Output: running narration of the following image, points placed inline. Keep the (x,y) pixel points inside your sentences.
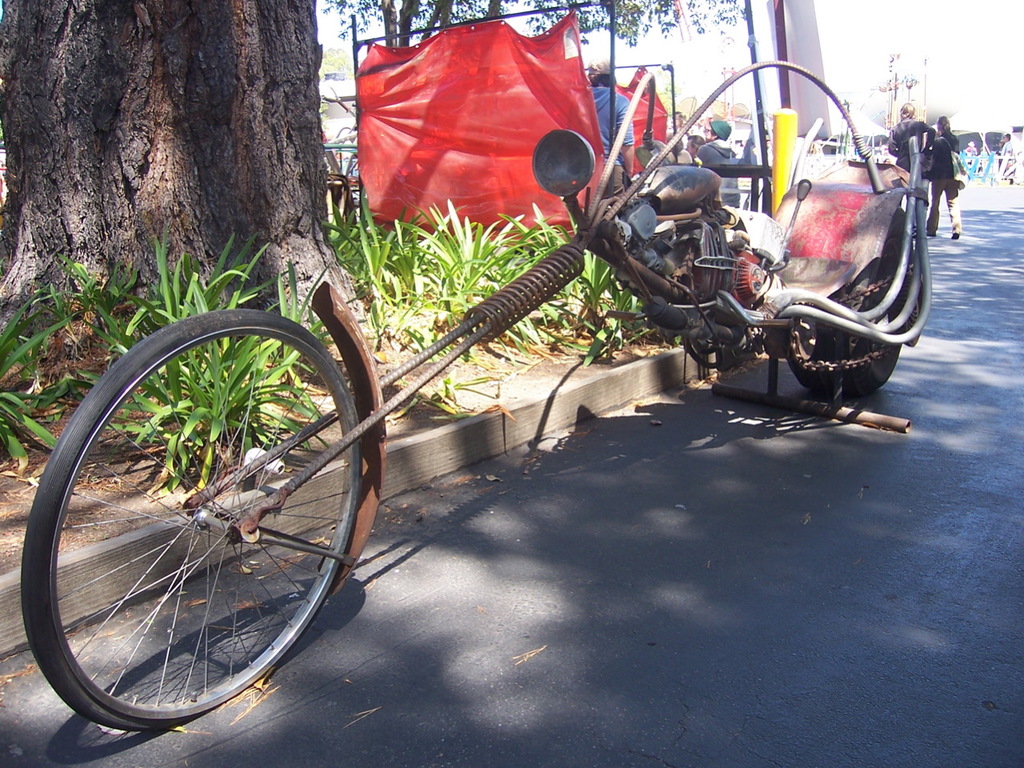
In this picture we can see one vehicle (651,200) is parked on the road (671,515) and some are walking on the roads (977,241), there are some trees (185,219) and tent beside the road (999,274).
